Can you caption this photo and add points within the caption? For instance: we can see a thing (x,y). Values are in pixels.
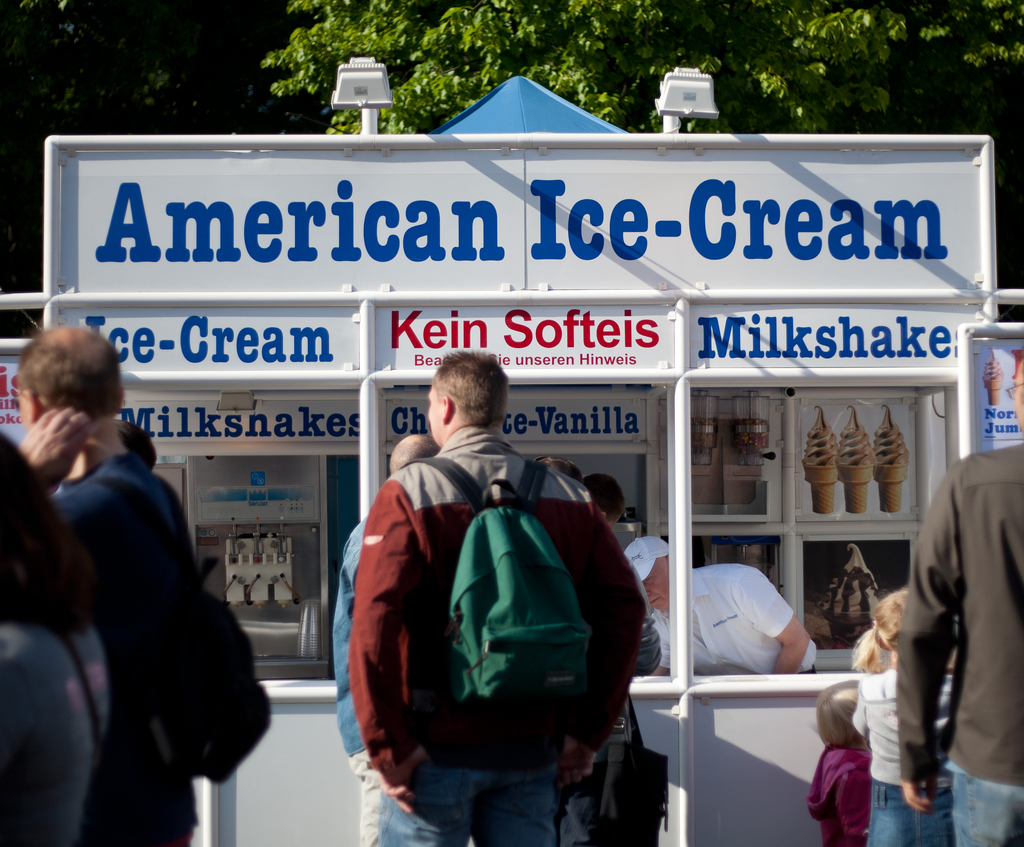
In this picture I can see the ice cream stall (423,357). I can see a person (464,442) carrying the bag (533,600). I can see the lights (691,111).
